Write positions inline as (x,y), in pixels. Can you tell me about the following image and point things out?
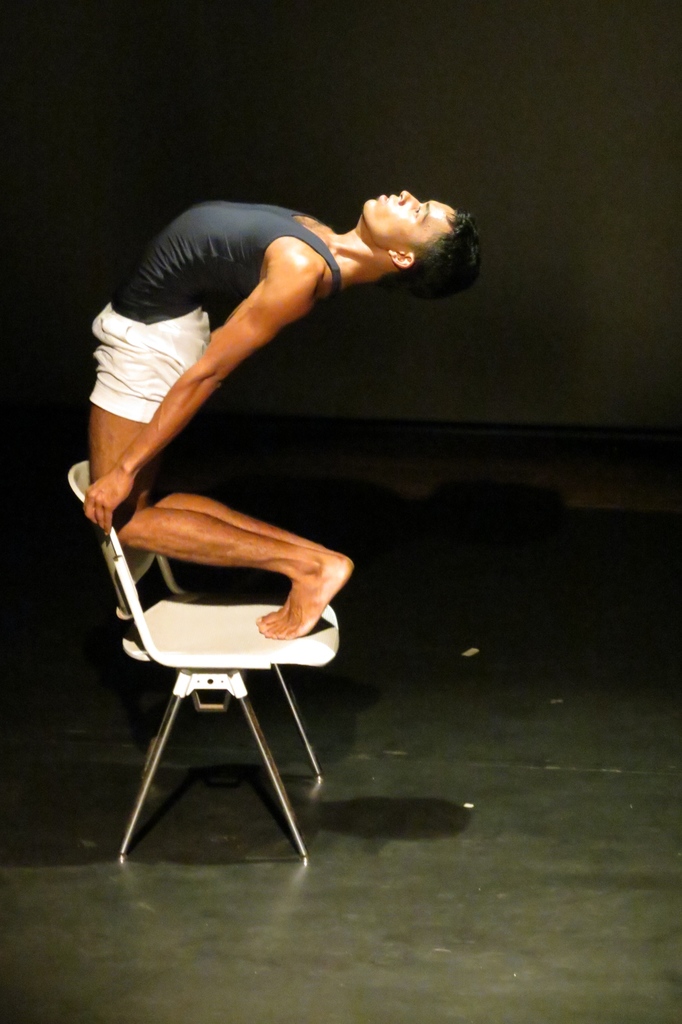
On the left side of the image (220,267) we can see a man (337,553) is standing on a chair (202,625) and doing an exercise. At the bottom of the image (143,890) we can see the floor (219,866). At the top of the image (419,148) we can see the wall (389,298).
